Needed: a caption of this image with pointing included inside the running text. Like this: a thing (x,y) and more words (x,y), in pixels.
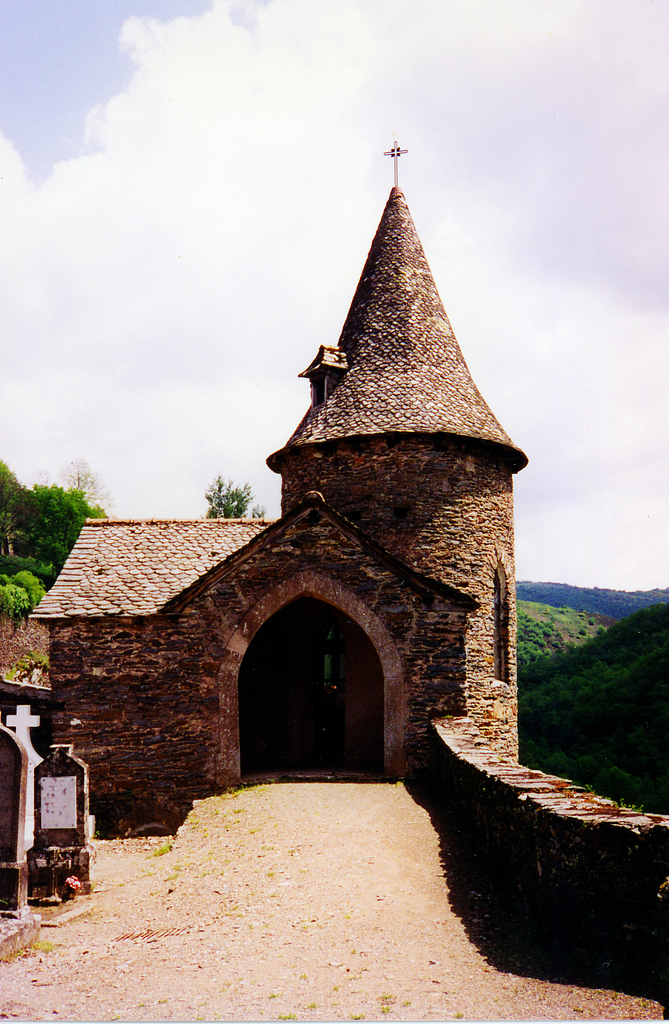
In this image I can see the ground (190,878), few tombstones (74,847) on the ground (228,917) and a building (145,677) which is brown in color. In the background (12,499) I can see few trees (71,475) which are green in color, few mountains (612,670) and the sky (471,272).
